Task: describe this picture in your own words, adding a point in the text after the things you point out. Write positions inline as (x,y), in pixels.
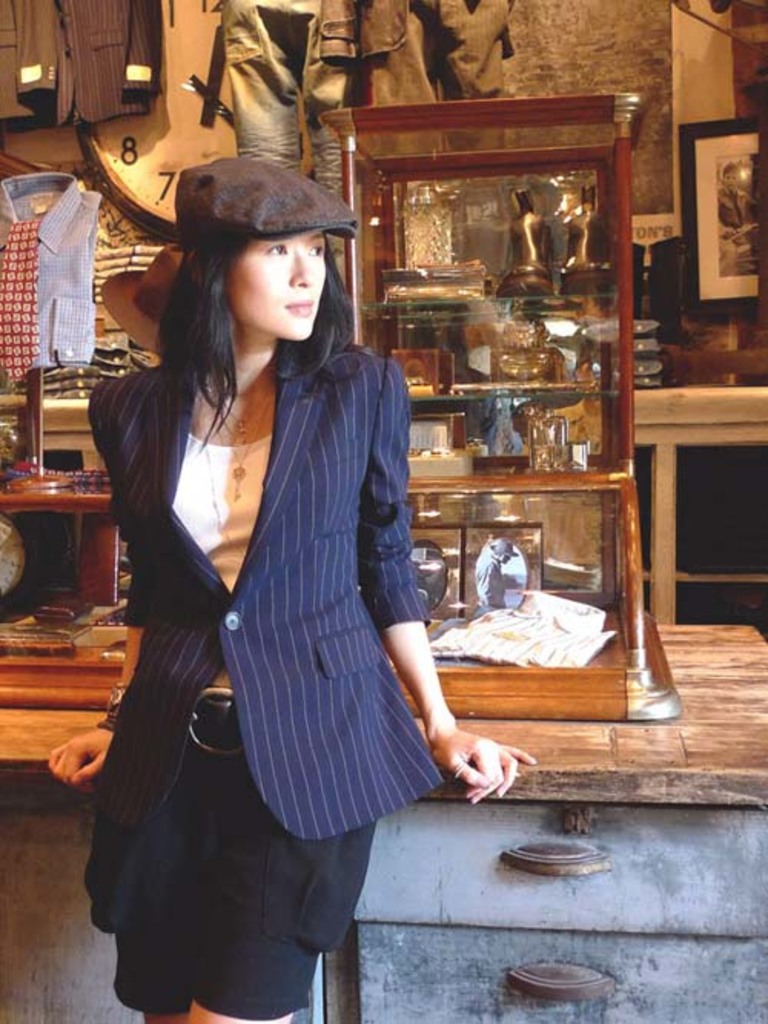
In this image we can see a person (297,532). There is a clock (197,130) in the image. There are few clothes (78,243) in the image. There are few photos (720,241) and other objects (625,383) in the image.
